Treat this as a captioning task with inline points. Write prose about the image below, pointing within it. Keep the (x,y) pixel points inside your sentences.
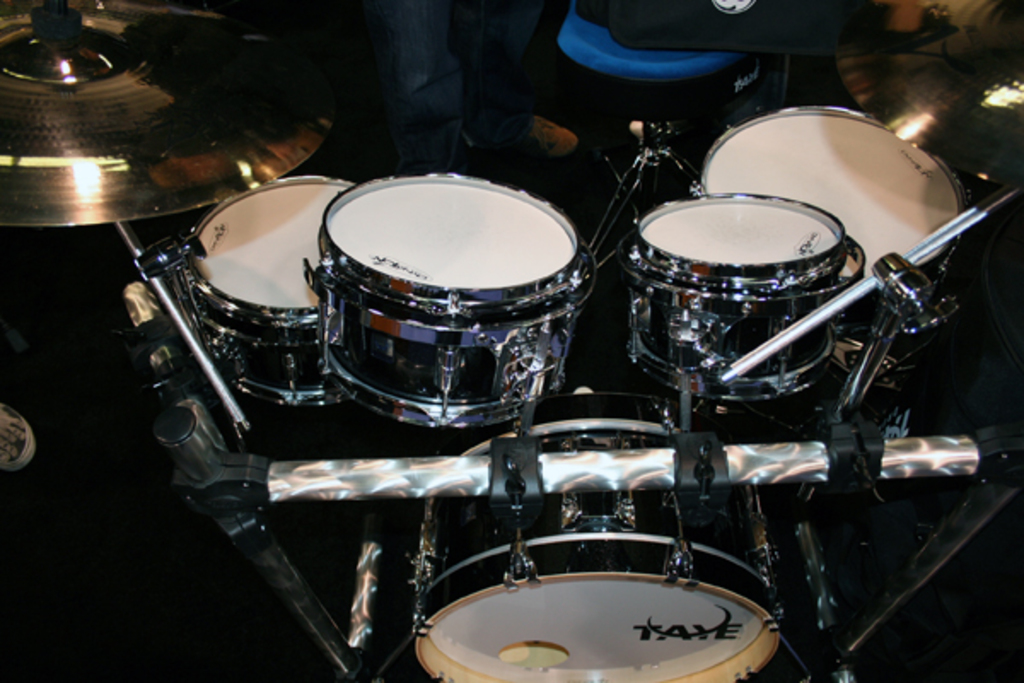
In this picture we can see drum (545,287), stand (562,466) and other objects (218,59). On the top (419,85) there is a person (457,69) who is wearing jeans (455,82) and shoe (526,134), standing near to the chair (648,74).
